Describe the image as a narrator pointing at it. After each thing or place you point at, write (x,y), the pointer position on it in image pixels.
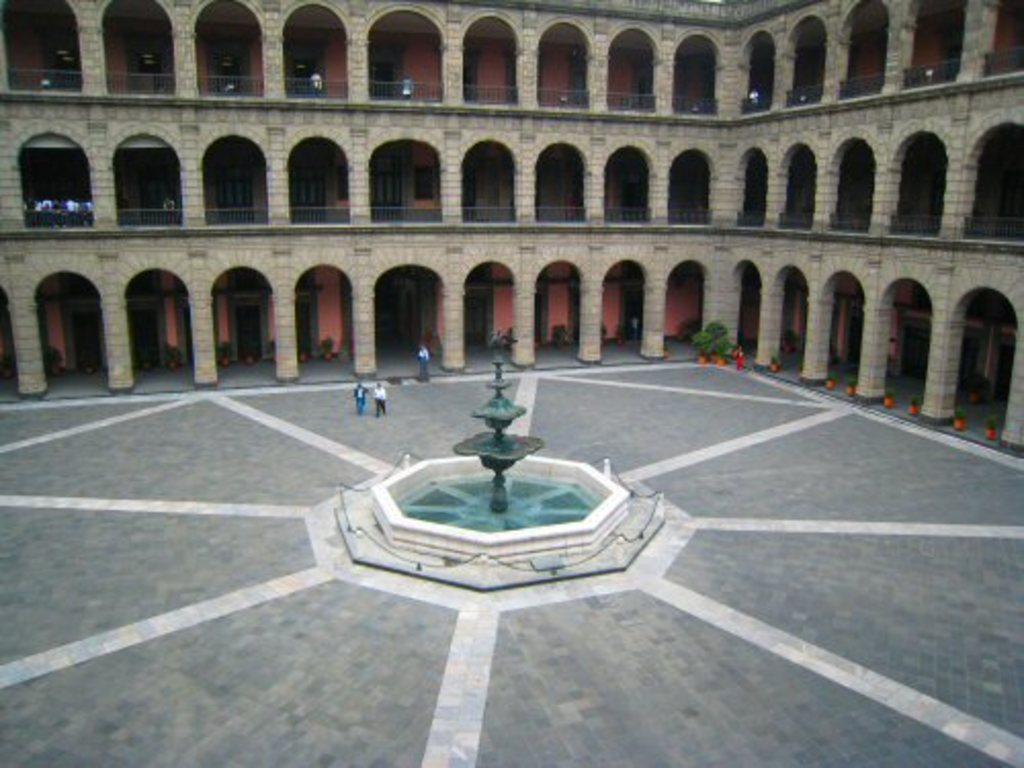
In the center of the image (351,317) there is a building (1002,199) and we can see people (420,346). At the bottom (467,540) there is a fountain (486,473) and we can see plants (722,354) placed in the flower pots (333,350).
